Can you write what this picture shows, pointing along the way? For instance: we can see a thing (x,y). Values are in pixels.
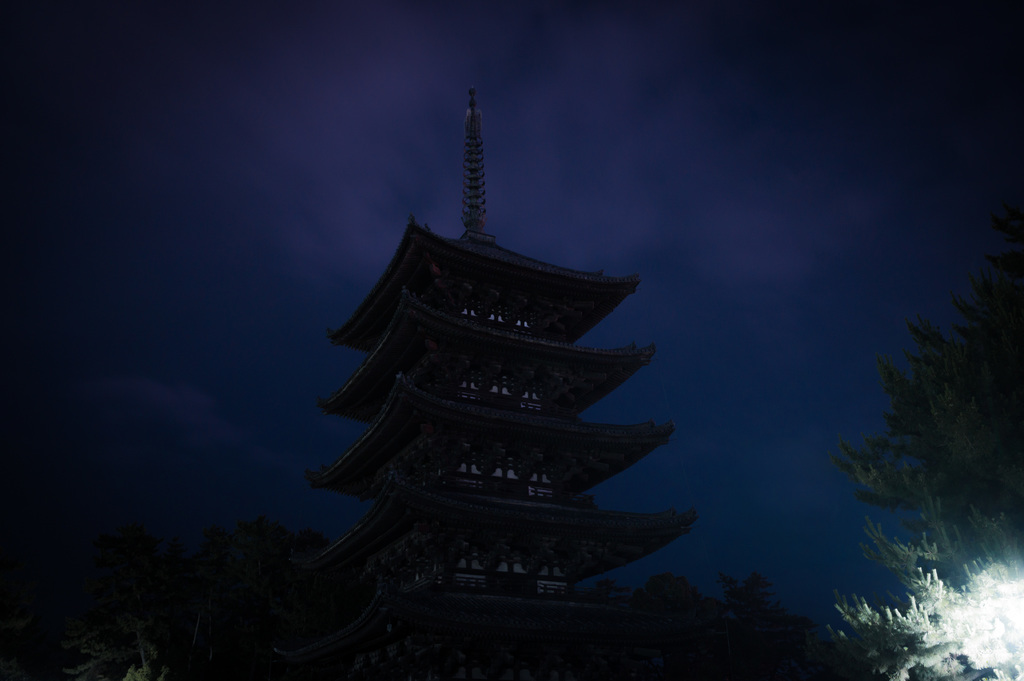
In the picture, it is a pagoda (436,501) and around that there are many trees (925,632), the picture is captured in the night time.
